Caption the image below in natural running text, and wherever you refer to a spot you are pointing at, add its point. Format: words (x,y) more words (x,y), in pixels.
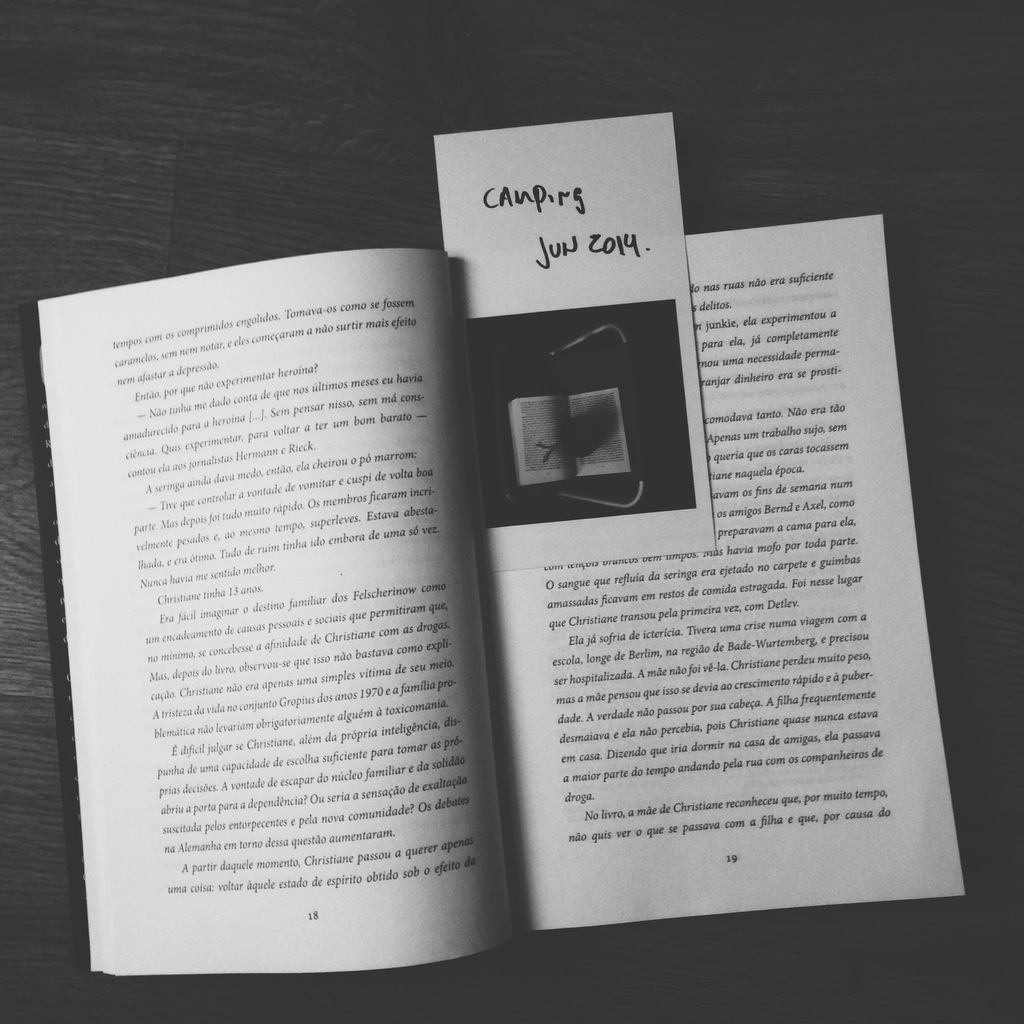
This is a black and white image. In this image we can see a book (441,664) with a paper (568,363) on it.
